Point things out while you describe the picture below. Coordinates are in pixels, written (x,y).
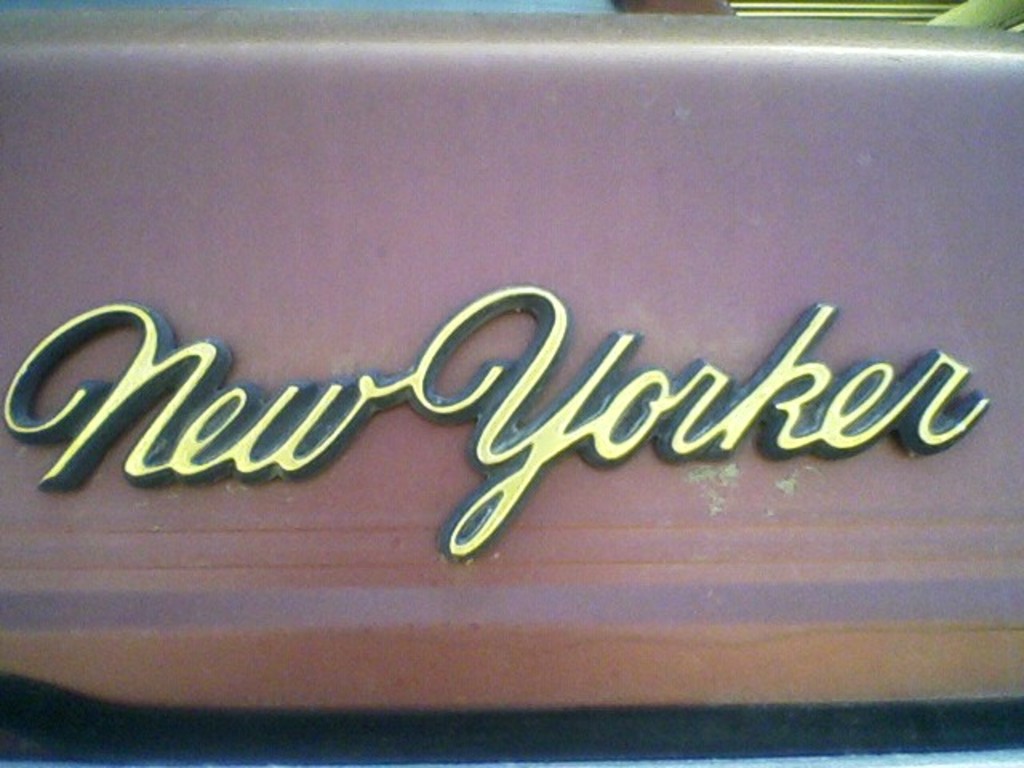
In this image we can see some text (664,411) on the surface (518,543).
